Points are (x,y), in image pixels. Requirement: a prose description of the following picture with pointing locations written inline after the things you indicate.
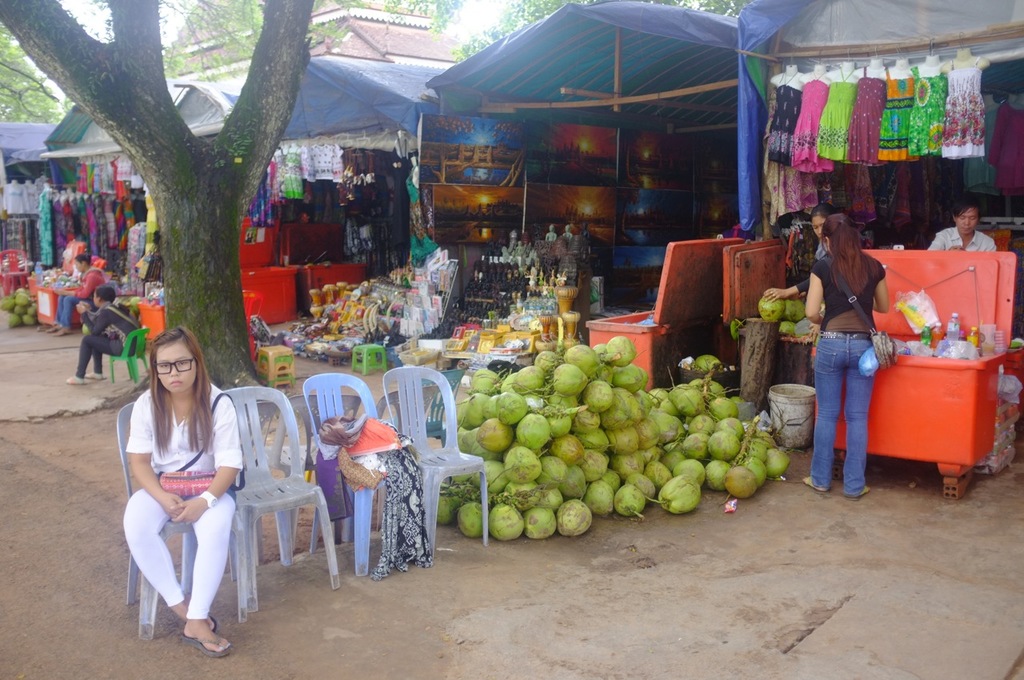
In this image there are few people (853,255). At the background (472,247) there are stores (564,280). There is a tree (176,178). On the floor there is coconut (562,449). The woman (206,441) is sitting on chair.
